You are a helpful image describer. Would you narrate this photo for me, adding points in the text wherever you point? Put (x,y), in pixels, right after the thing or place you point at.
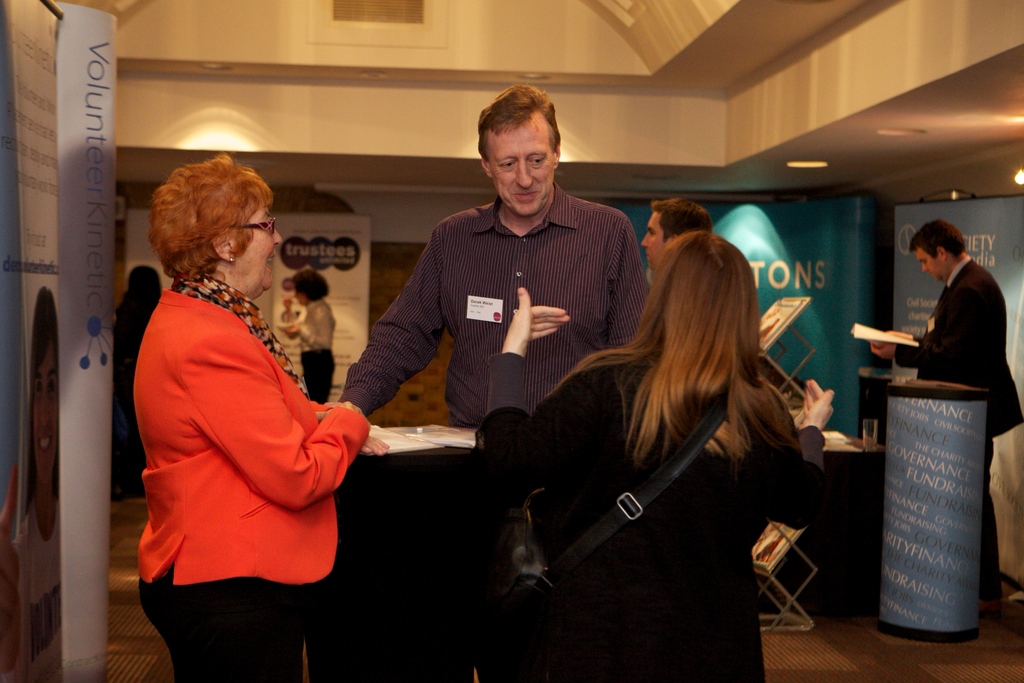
In this image in front (615,403) there are three people (410,281). Behind them there are a few other people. There are tables (387,510). On top of it there are a few objects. On the right side of the image (898,402) there is a podium (919,546). In the background of the image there are banners (79,260). On top of the image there are lights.
